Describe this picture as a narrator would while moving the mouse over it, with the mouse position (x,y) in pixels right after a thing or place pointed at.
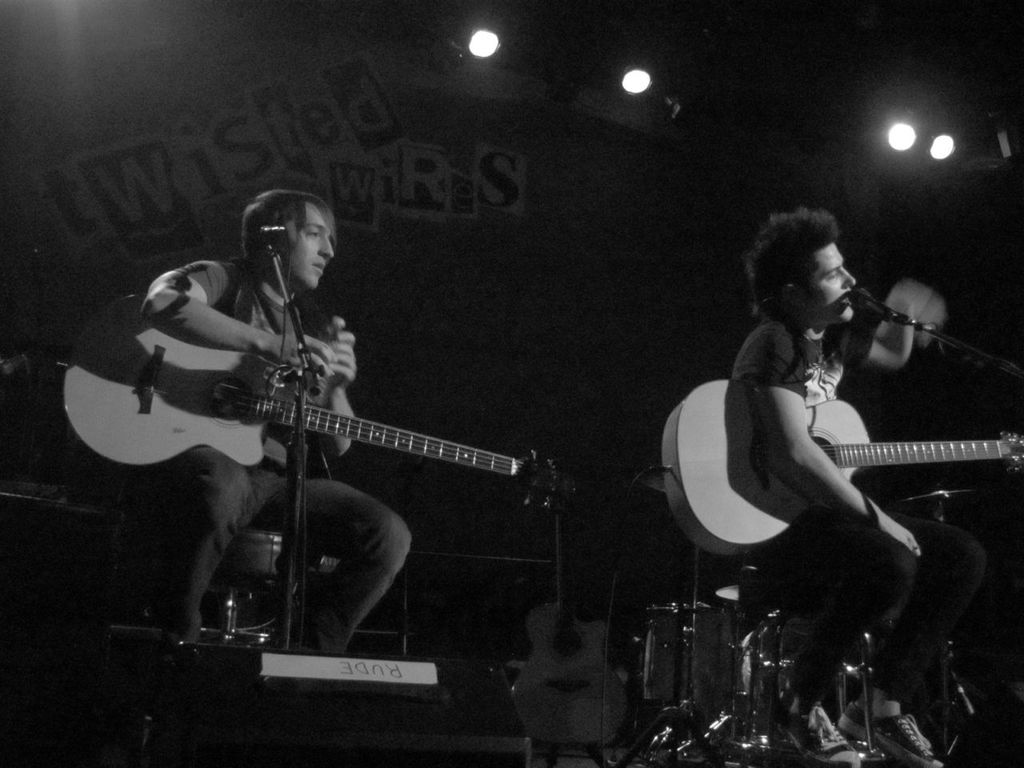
In this image I can see two men (750,364) are holding guitar (794,459) in their hands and sitting on the chairs (780,566). The man (780,566) who is sitting at the right side (829,363) is seems like he is singing a song. On the top of the image (629,74) I can see lights (646,80). In the background (695,656) I can see one guitar (567,643) and drums (696,624) are arranged.
